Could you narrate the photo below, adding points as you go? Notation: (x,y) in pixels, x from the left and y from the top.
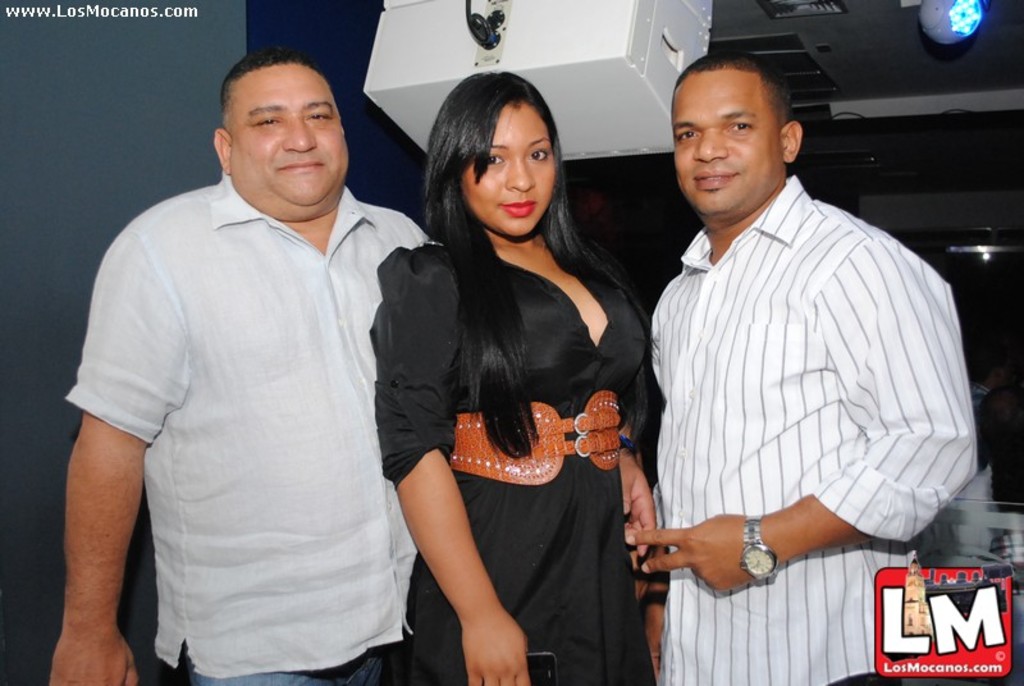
In this image I can see a woman (579,388) and two men (313,277) are standing. I can see she is wearing black dress (591,513) and these two are wearing white colour shirt (753,337). I can also see a watermark (887,584) over here and here I can see she is holding a phone (541,663).
